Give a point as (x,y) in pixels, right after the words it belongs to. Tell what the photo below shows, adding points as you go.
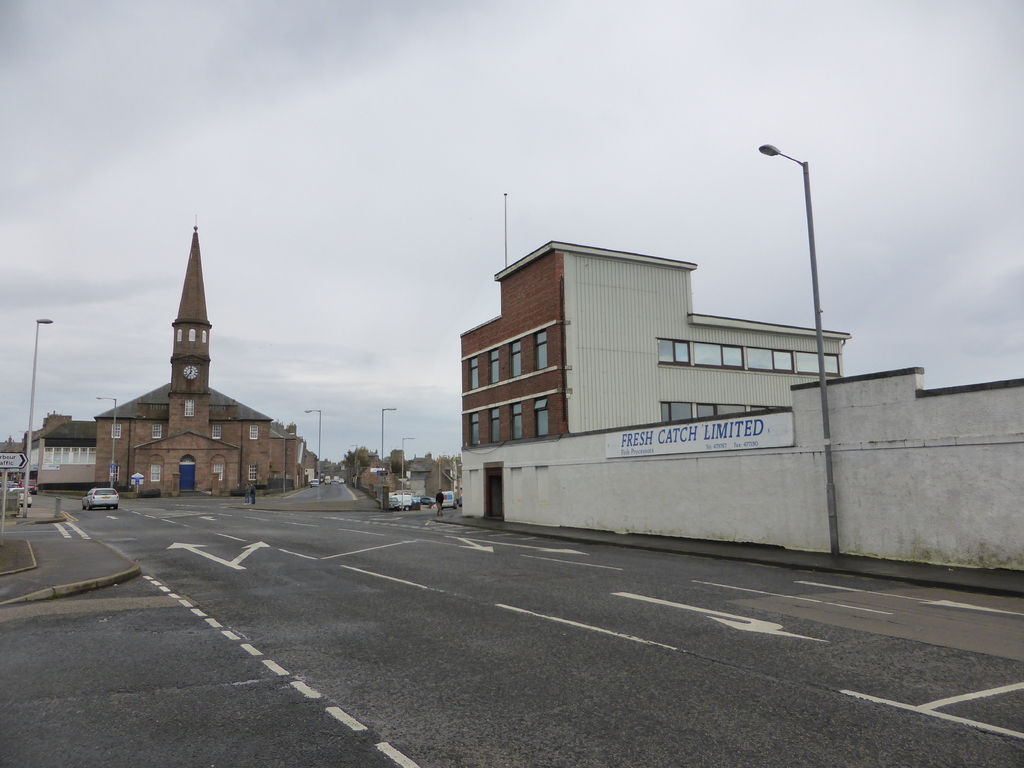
In this image I see the road (364,594) and I see few vehicles (101,498) and I see few light poles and I can also see the buildings (645,312) and I see a clock (189,369) over here. In the background (158,351) I see the sky (666,179) which is a bit cloudy.
